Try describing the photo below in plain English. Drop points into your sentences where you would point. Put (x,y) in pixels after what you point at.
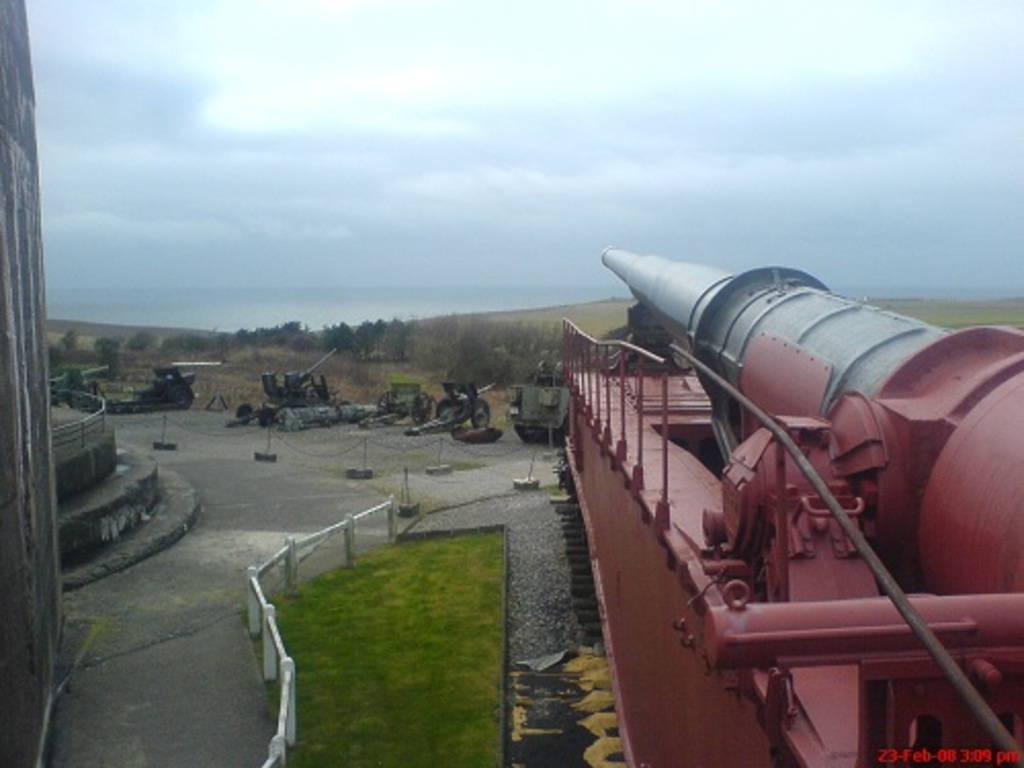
In this picture I can see number of cannons (349,415) on the ground (278,487). In the front (380,591) I can see the grass (365,590) and the railings (266,628). In the background (321,265) I can see the trees (287,343) and the sky (359,205) which is cloudy.
